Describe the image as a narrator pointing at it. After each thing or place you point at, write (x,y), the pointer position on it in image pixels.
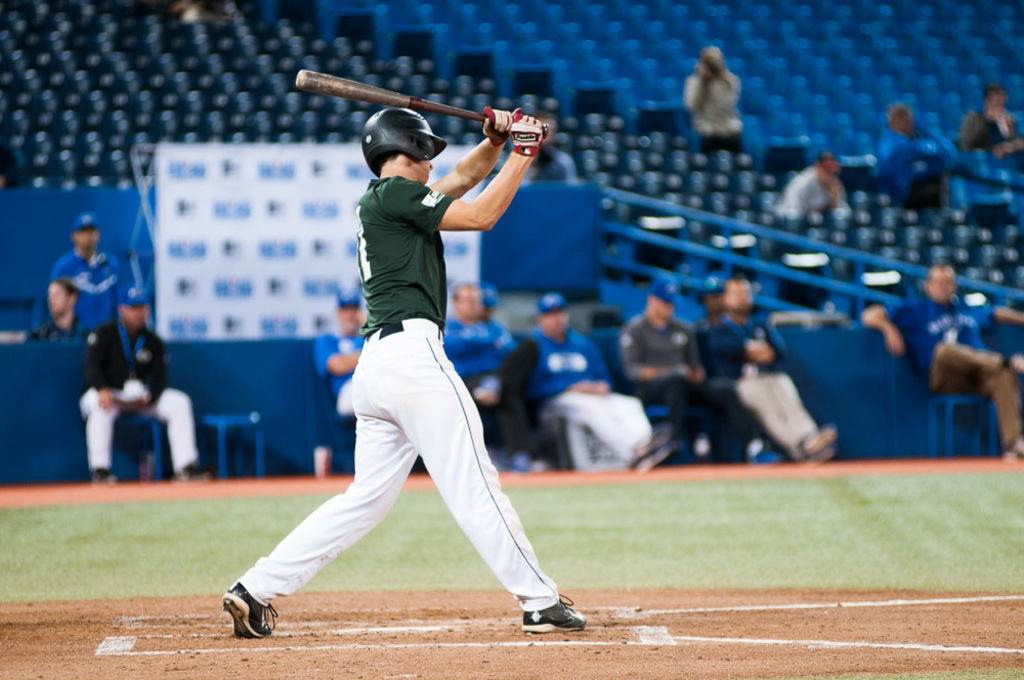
This image is taken in a stadium (343,441). In this image there is a person (473,459) standing and he is holding a baseball bat (337,94). In the background (926,311) there are few spectators (953,306).
